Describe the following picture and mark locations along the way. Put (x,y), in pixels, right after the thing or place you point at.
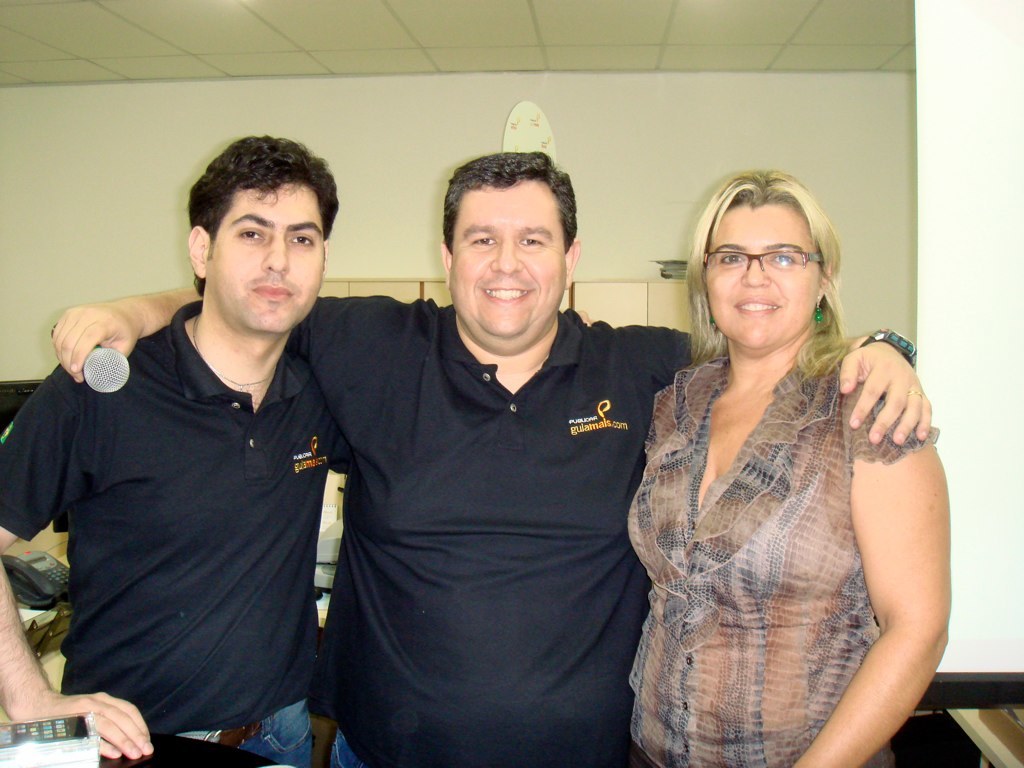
In this image we can see a group of people (820,515) standing. One person (391,416) is holding a microphone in his hand (116,336). On the left side of the image (43,762) we can see an object (55,748) placed on the table (156,747), a telephone (54,597) placed on the surface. On the right side of the image (953,503) we can see a projector screen (948,316). In the background (528,128), we can see an object (540,133) on the wall (607,233) and a file (678,271) placed in the cupboard (658,308).
